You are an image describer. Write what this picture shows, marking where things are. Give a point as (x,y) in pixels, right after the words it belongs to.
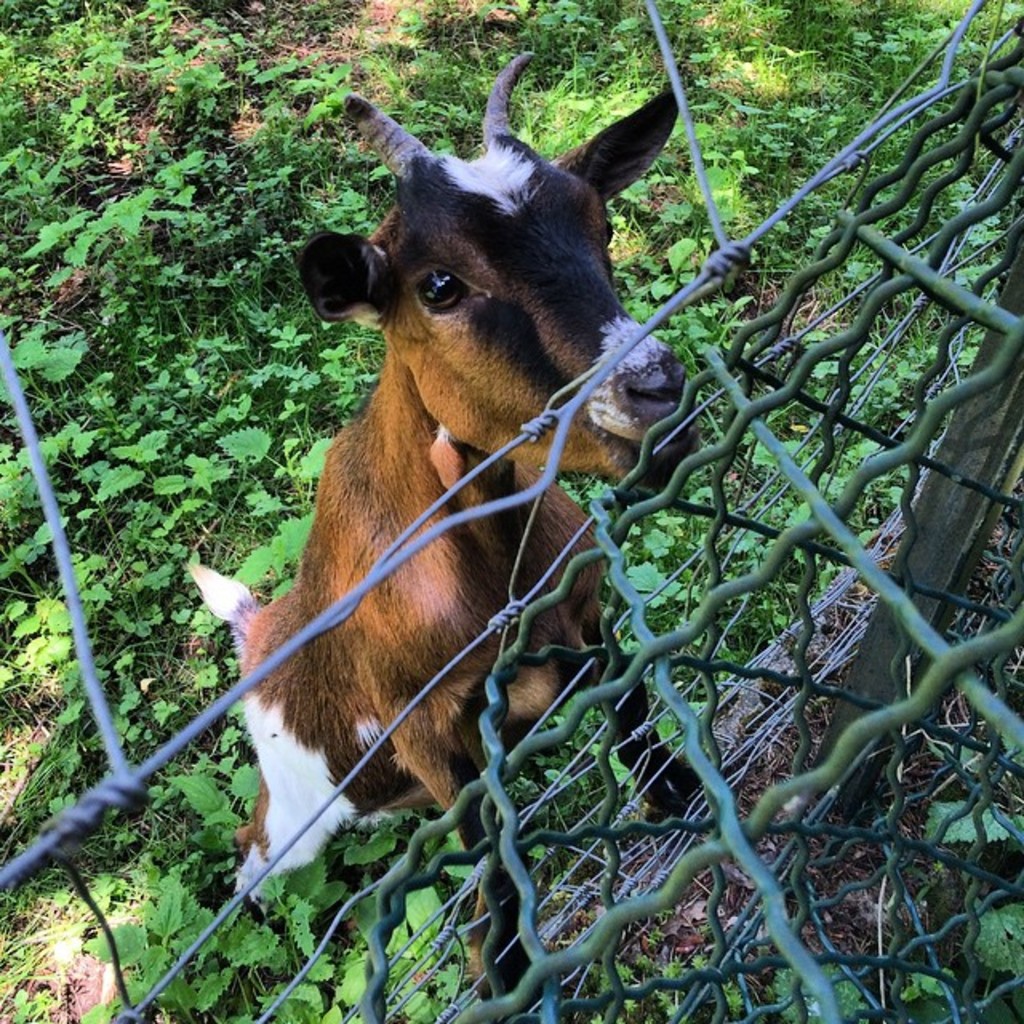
In the middle of this image (353,456), there is a goat (391,394) in brown, black and white color combination, placing two front legs (629,725) on a fence (548,737) and the other two legs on a ground (205,901), on which there are plants (159,941) and grass (13,903). In the background (884,14), there are plants (619,30) and grass (914,10) on the ground (554,83).
